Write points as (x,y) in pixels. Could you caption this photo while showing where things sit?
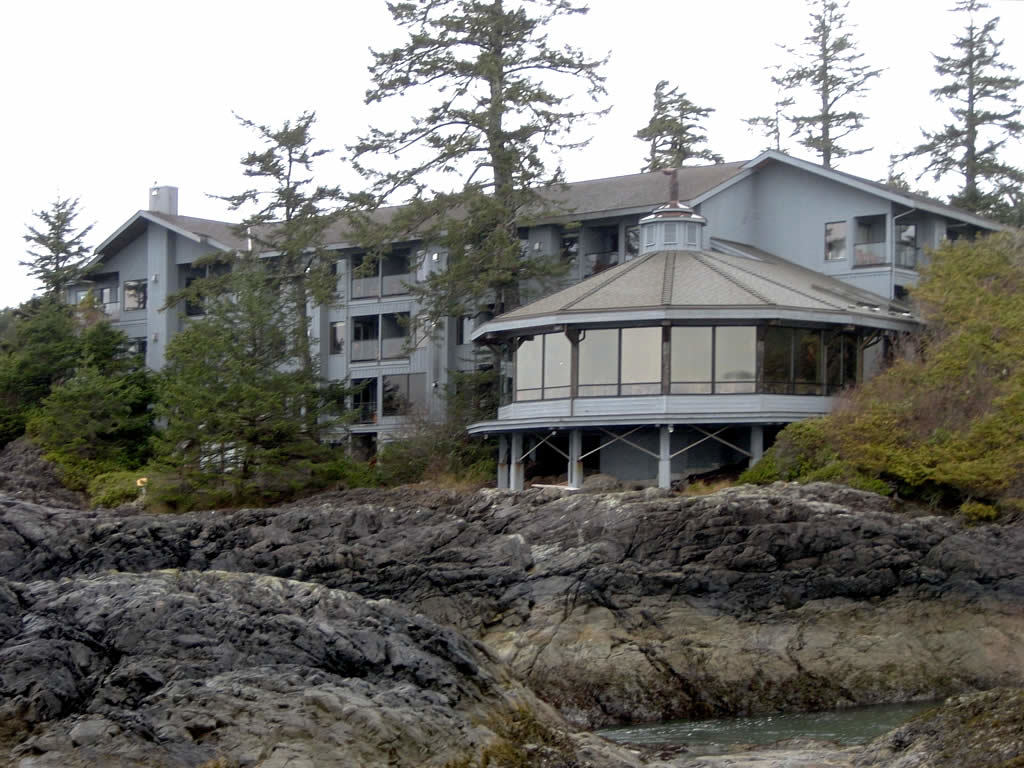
In this image, we can see a building (582,377), walls (340,357), glass objects (711,348), pillars (664,374), trees (1004,309) and plants (961,398). At the bottom (506,632), we can see rocks (573,678) and water (897,714). Background (744,36) we can see the sky (812,50).
